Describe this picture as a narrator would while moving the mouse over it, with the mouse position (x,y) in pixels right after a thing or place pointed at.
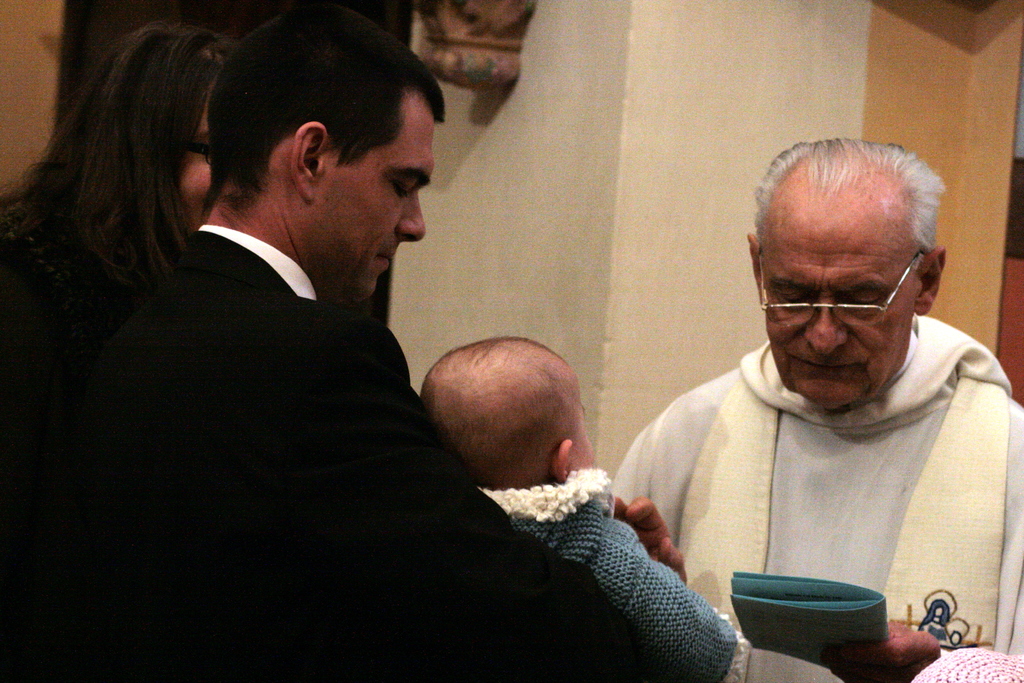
In this picture we can see few people (300,453), among them one person (424,501) is holding a baby (630,587), one person (818,564) is holding book (823,622), behind we can see a wall (467,253).
